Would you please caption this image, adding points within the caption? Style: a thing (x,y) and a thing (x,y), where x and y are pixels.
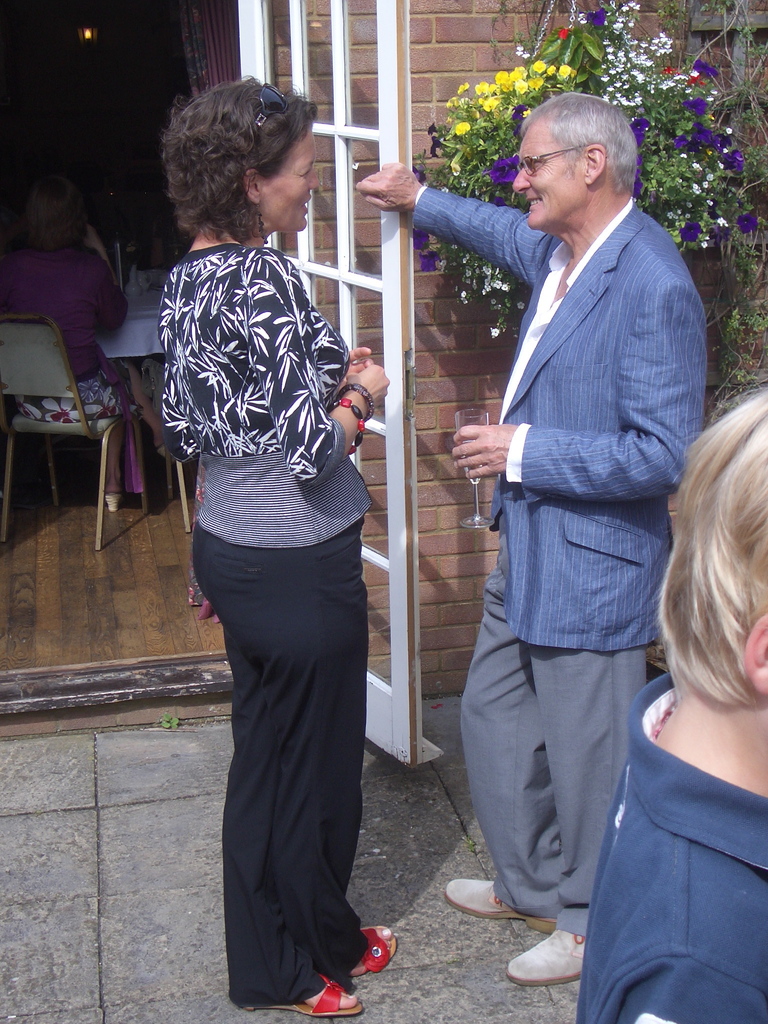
In this image, we can see persons (347,618) wearing clothes (97,295). There is a person (74,241) on the left side of the image (88,354) sitting on the chair (36,352) in front of the table (104,351). There is a door (393,324) and wall (469,624) in the middle of the image (393,358). There are plants (675,91) in the top right of the image (685,130). There is a person (685,299) in the right side of the image (590,545) holding a glass (485,422) with his hand (483,446).
